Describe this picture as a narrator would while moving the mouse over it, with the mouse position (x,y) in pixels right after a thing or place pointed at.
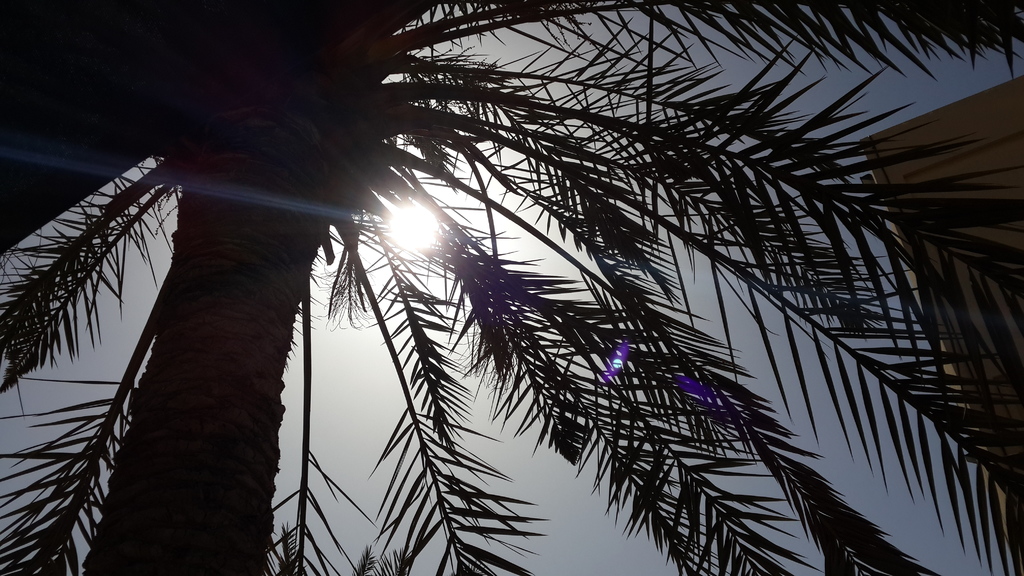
In this image I can see on the left side (167,296) there is a tree (422,344), in the middle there is the sun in the sky (543,219).
